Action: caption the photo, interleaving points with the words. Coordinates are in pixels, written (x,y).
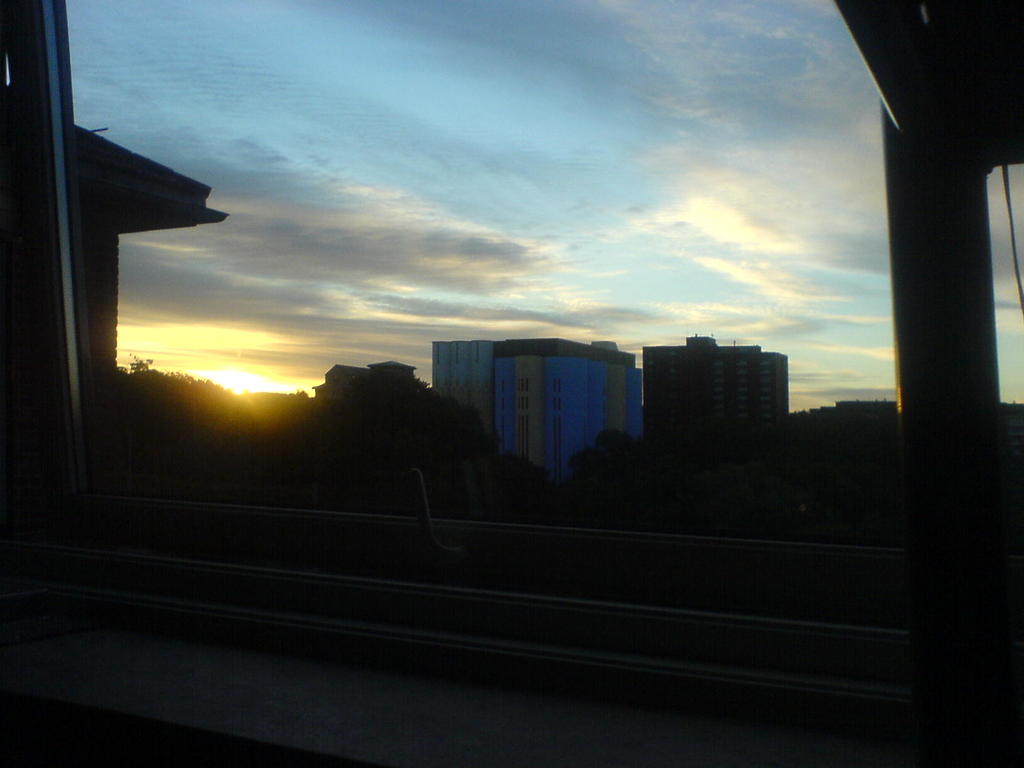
Through this window (886,610) we can see trees (829,455), building (471,373) and sky (479,256). Sky (494,235) is cloudy.
